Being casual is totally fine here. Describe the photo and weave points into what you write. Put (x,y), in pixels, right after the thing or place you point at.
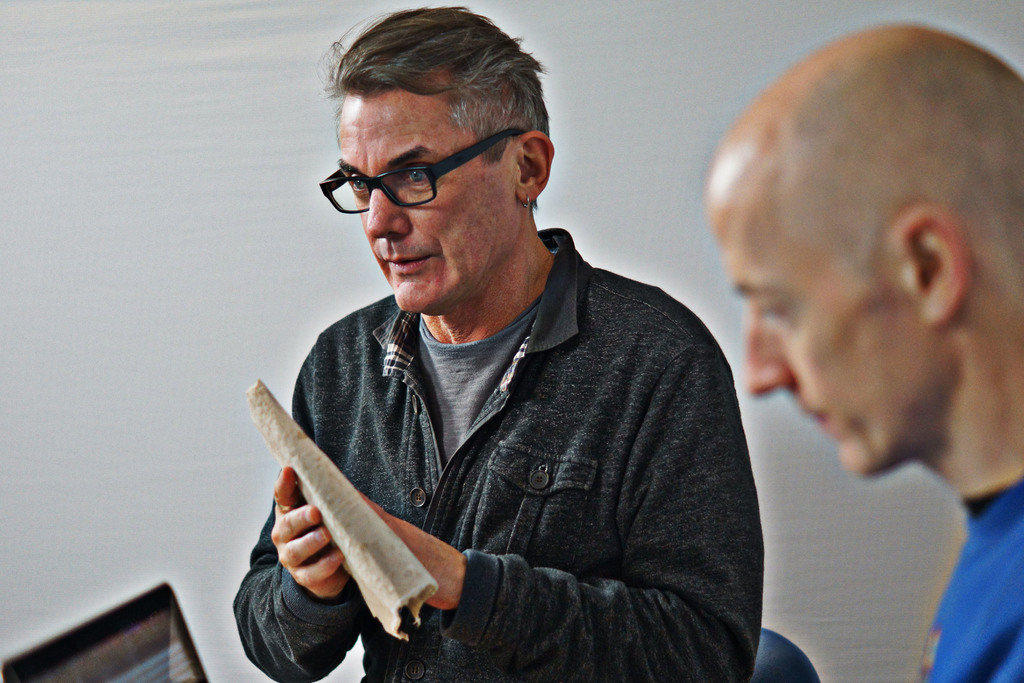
In this picture I can see there are two men (1016,308) and the person (759,571) on to left (326,422) is holding a object (324,507) in his hand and he is wearing a grey shirt (414,421) and a spectacles (403,183) and the other person (764,358) has a bald head (806,133) and wearing a blue shirt (962,645) and there is a white surface (162,400) in the backdrop (148,431).
